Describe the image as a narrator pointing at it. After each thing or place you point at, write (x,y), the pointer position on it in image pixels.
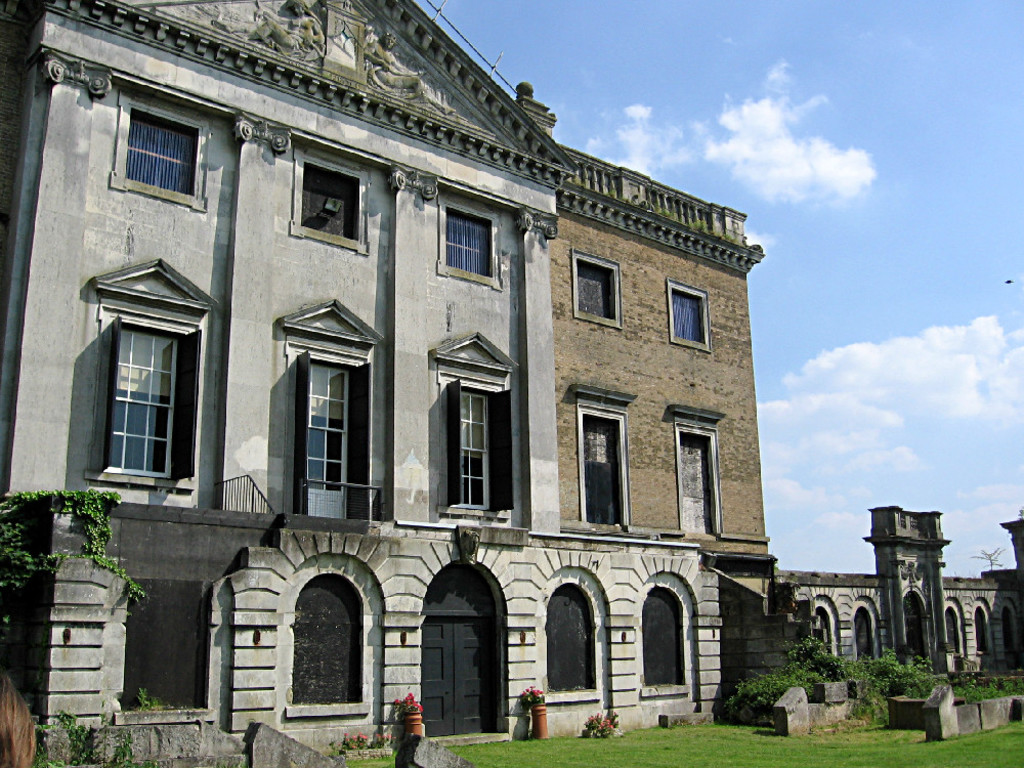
In this image there is a old building (270,221) and some windows (297,482) in it. In the front (316,677) bottom side there is a arch door (467,663) and windows (666,643).
